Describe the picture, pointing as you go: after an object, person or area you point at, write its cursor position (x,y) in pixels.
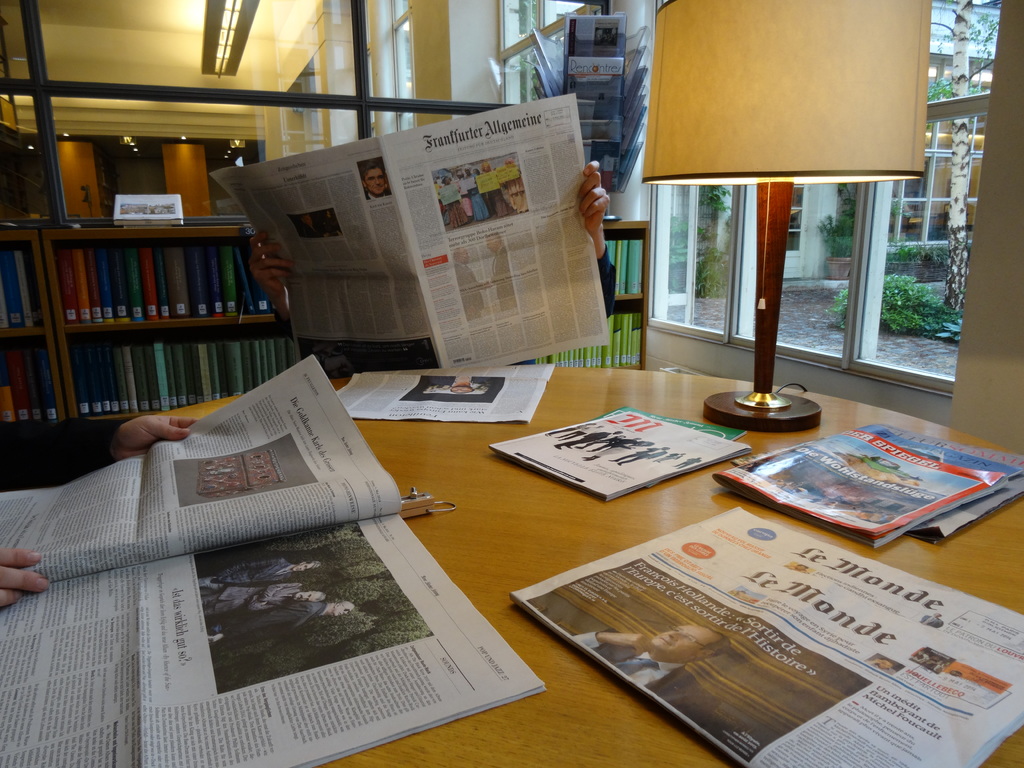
In the picture we can see a person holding newspaper (449,202) in his hands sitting on a chair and there are some papers (303,500), book (673,452), lamp (838,88) on table (545,493) and in the background of the picture (41,352) there are some books (41,352) which are arranged in shelves (39,285), on right side of the picture (741,240) there is window (890,240) through which we can see some plants (890,257) and trees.
